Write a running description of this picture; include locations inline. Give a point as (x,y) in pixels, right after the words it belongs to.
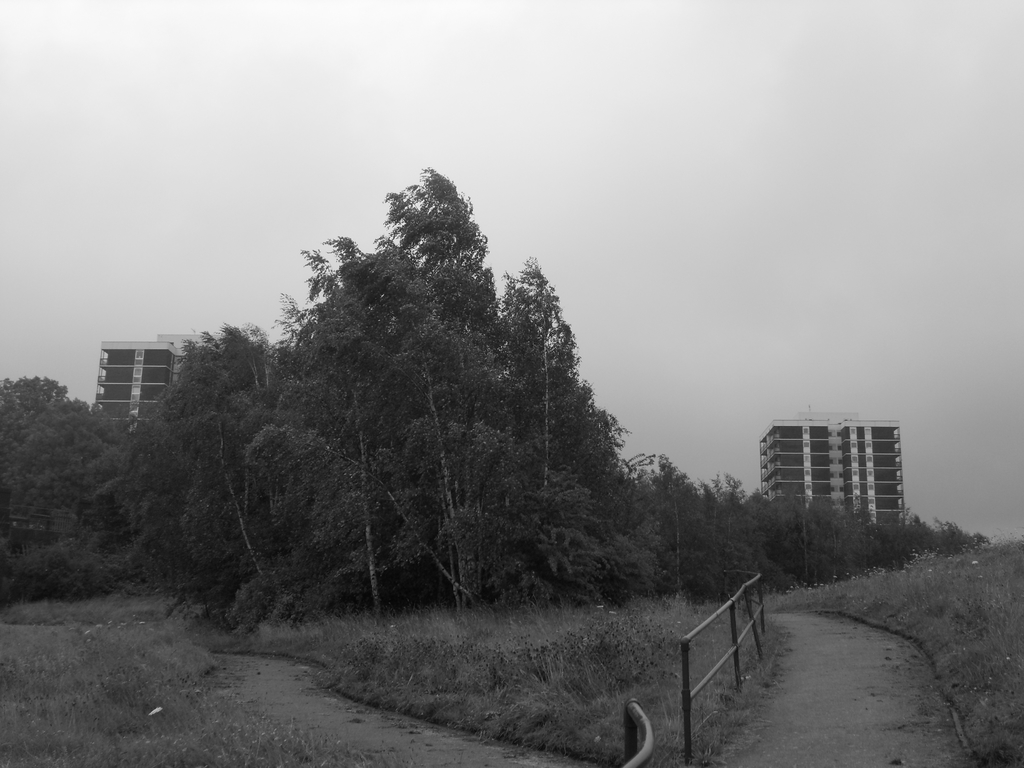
This is a black and white image. In this image we can see a group of trees (561,471), some plants (732,685), a fence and a pathway (793,688). On the backside (771,294) we can see some buildings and the sky (779,304) which looks cloudy.
